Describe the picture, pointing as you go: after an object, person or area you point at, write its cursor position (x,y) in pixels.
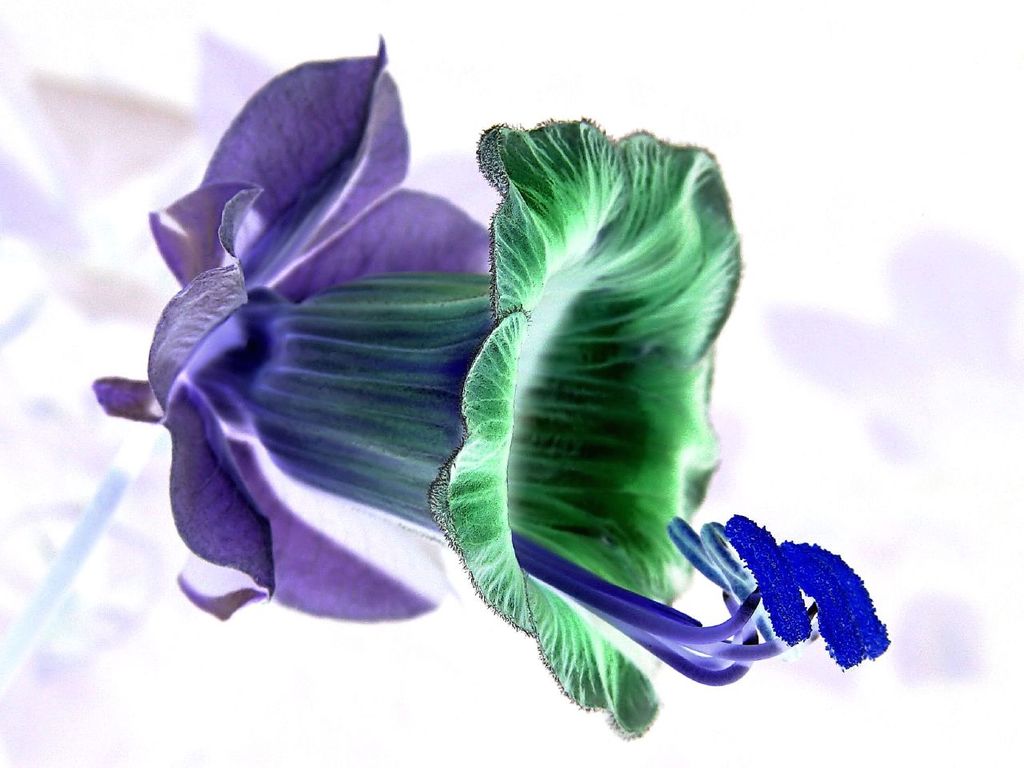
In this picture we can see green and blue color flower (424,392). Behind there is a blur background (855,25).
